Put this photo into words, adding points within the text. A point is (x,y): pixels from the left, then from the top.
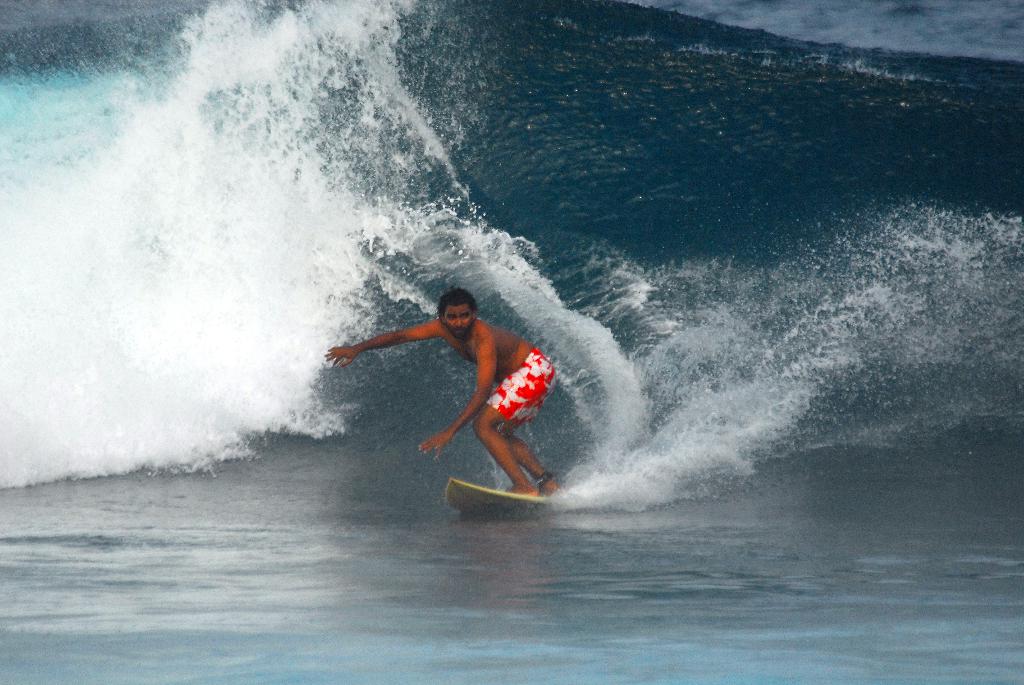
In this picture we can see a man (495,395) surfing on a surfboard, at the bottom (667,587) we can see water (618,613).
